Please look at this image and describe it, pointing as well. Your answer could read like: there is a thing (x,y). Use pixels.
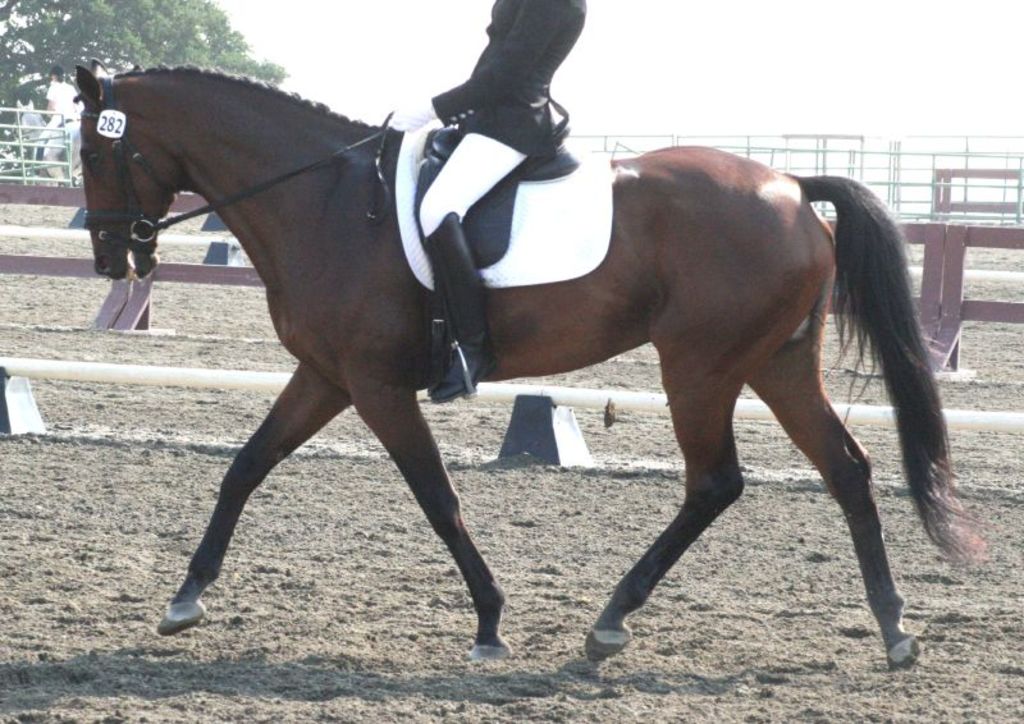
In the middle of this image (644,245), there is a horse (352,268), on which there is a person (558,48) holding thread (343,150) of it, walking on a ground (562,630). In the background (933,215), there is a fence (945,200), behind which there is a person (58,88), there are trees (57,29) and there is the sky (795,93).
